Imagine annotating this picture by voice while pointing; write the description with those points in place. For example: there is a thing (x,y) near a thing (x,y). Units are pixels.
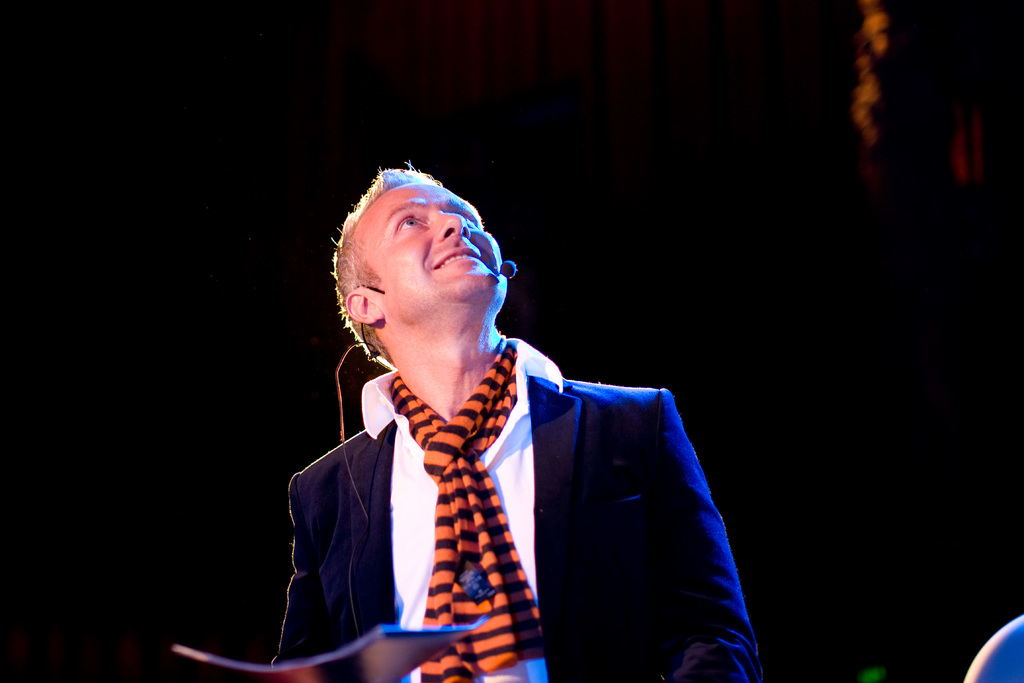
In this image we can see a person (519,388) wearing a mike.
